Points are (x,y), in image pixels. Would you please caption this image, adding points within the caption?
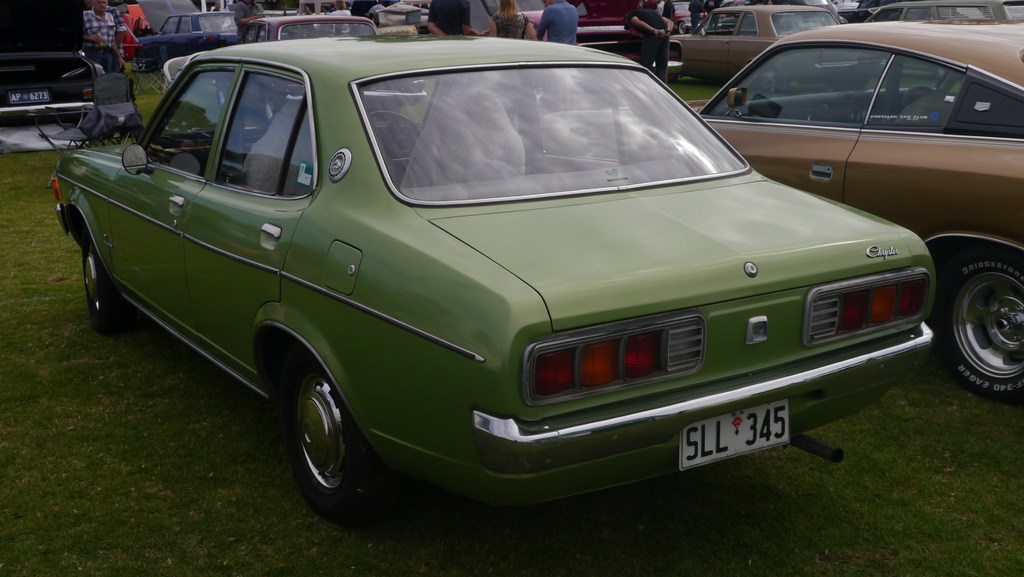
In the foreground of this image (281,279), there is a green colored car (339,345) on the grass (242,496). In the background (93,40), there are cars (334,24), and persons (465,19) standing on the grass (245,510) and also a car (886,109) on the right side of the image (937,141).
